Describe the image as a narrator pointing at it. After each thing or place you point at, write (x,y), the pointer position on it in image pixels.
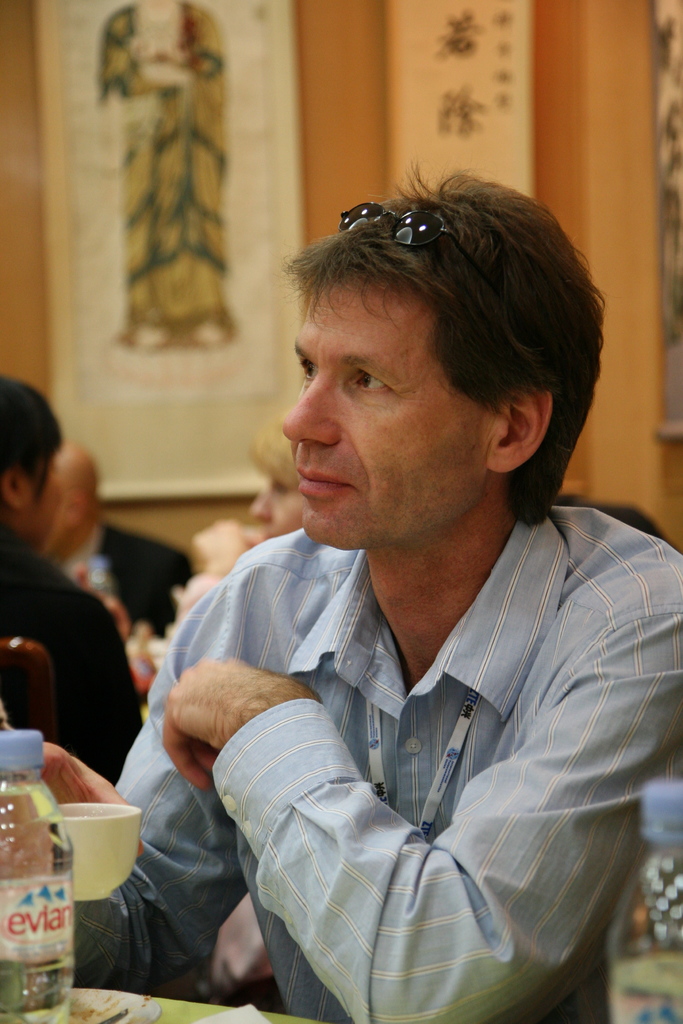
There is a man (388,583) wearing light blue color shirt (495,722) sitting and holding a cup (135,826). In front of him, there is a bottle (14,917) and other items (642,895) on the table (174,1018). In the background (114,596), there are group of people (91,634) sitting around the table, painting (181,135) on the brown color wall (363,122).
